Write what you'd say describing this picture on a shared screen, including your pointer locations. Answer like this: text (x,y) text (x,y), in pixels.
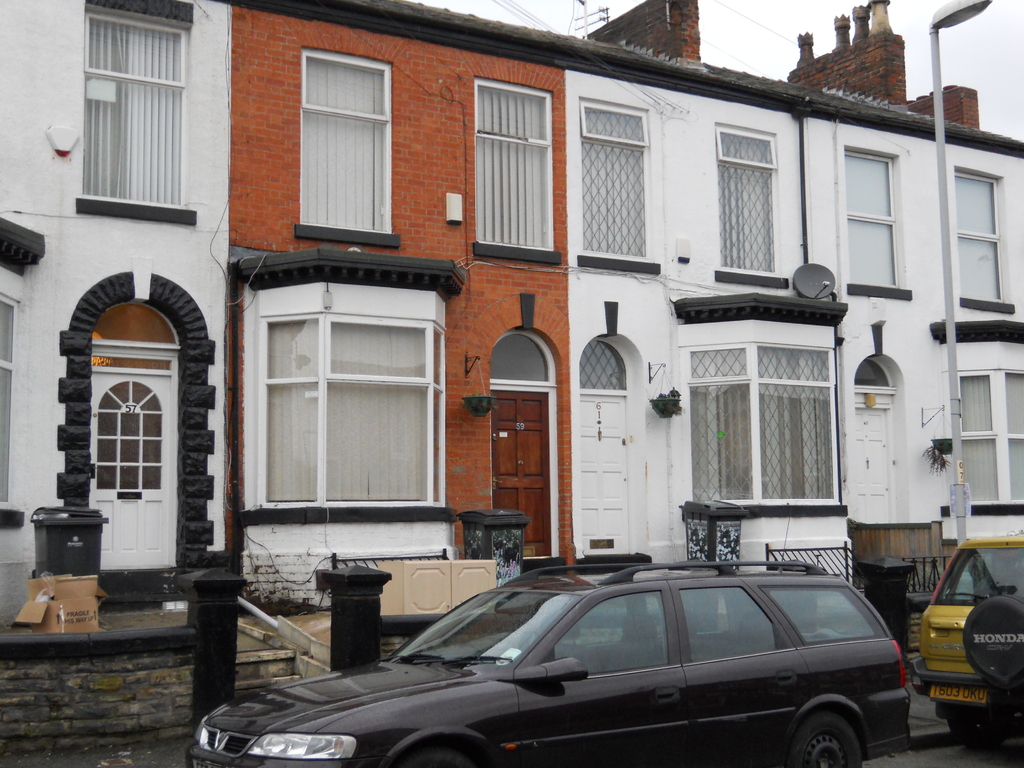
This picture is clicked outside. In the foreground (651,711) we can see the cars (877,653) seems to be parked on the ground (1010,763) and we can see there are some objects (471,537) placed on the ground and we can see the metal fence (839,549), building (396,205), windows (857,199), doors (525,473) of the building (899,207) and we can see a light (951,20) attached to the pole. In the background (948,50) we can see the sky (949,33), window blinds (171,91) and some other objects (680,401).
